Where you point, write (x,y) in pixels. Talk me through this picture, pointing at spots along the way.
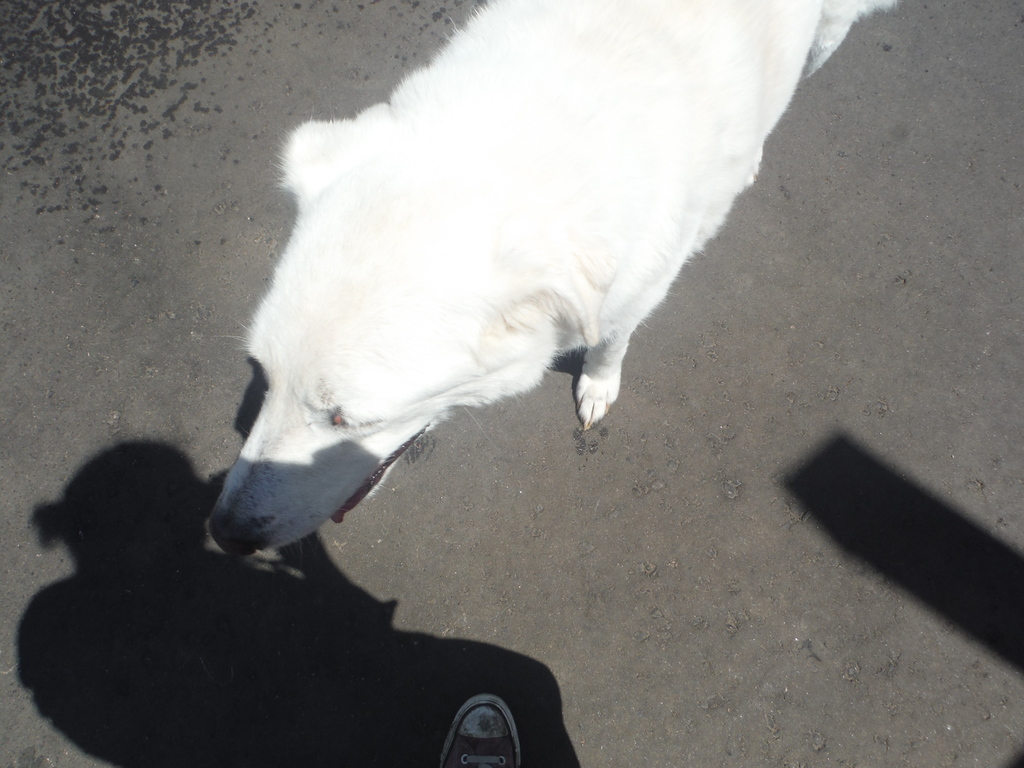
This picture shows a white dog (567,348) on the road (717,398) and we see a human leg (477,711) and a shadow (264,577) of human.
